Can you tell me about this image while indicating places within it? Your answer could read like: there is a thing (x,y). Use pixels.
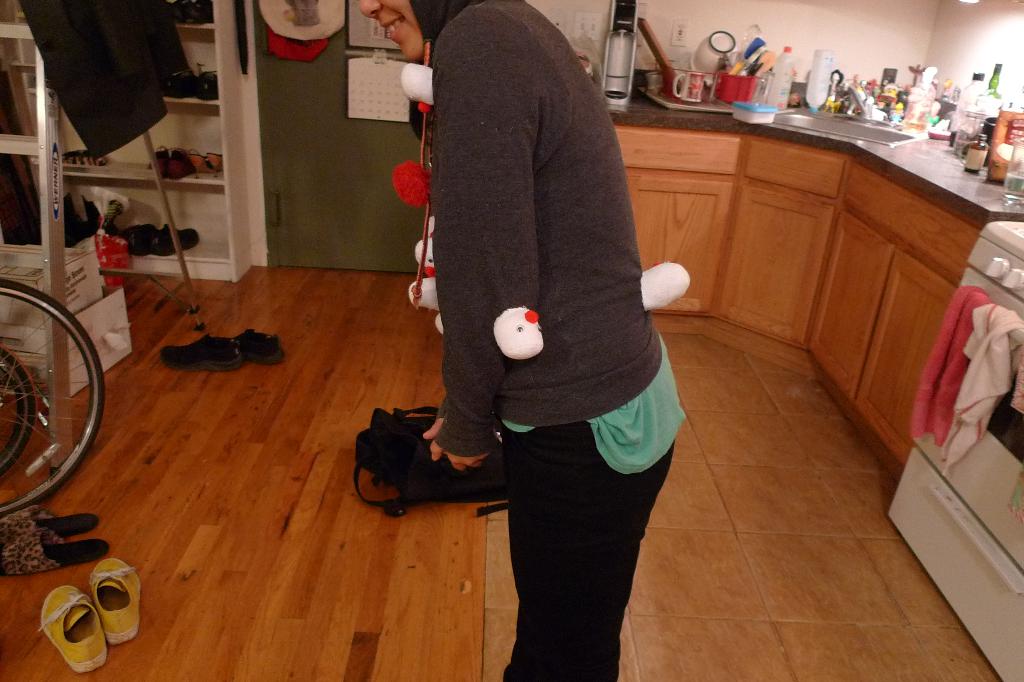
In the center of the image (518,320) we can see one person (562,355) is standing and she is wearing a jacket (482,217) and she is smiling. On the jacket (462,118), we can see some white and red color objects (524,343). In the background (835,29) there is a wall (781,30), door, ladder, one backpack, jacket (127,87), calendar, table (964,203), stove (944,556), kitchen cloths (993,348), boxes (105,310), footwear's (179,365), racks (234,70), cupboards (690,311), wheels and a few other objects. On the table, we can see bottles (959,121), glasses (964,136), containers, cups (689,87), boxes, one sink (859,90) and a few other objects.
